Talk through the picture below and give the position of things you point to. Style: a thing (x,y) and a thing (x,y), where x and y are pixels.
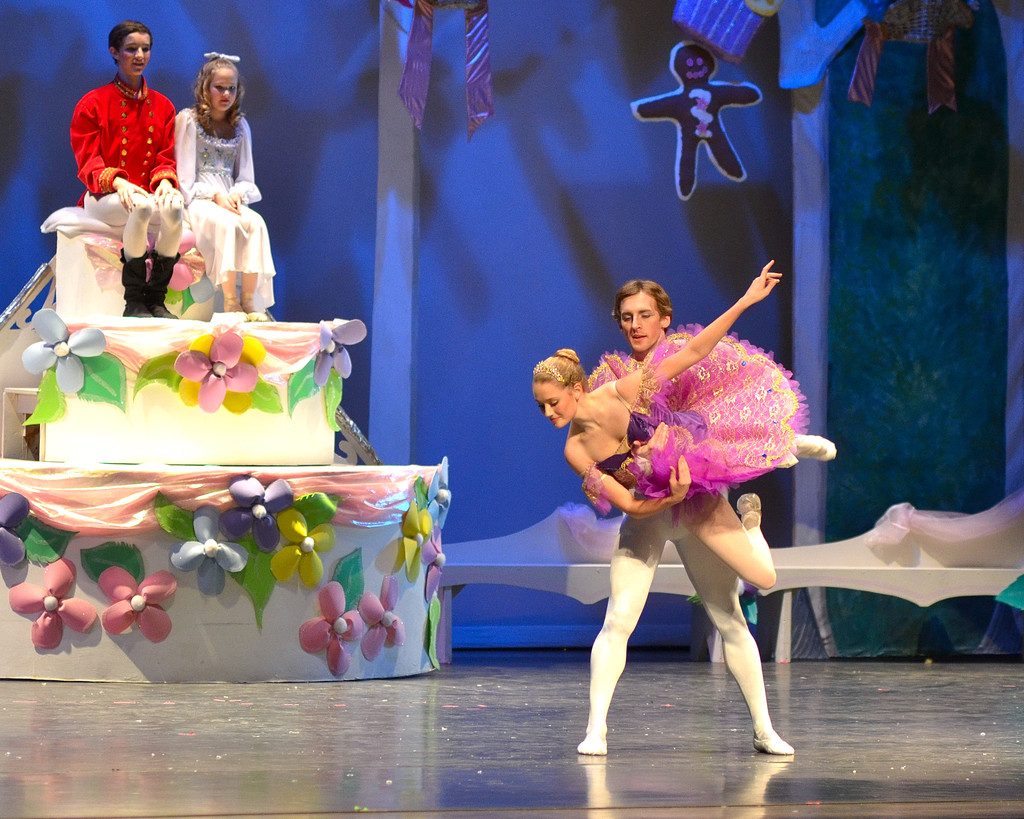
In the foreground of the image (636,444) we can see two persons (665,446) dancing and in the background of the image (174,229) there are two persons (233,248) sitting on the stairs (189,446), which are decorated by some flowers (141,614), cloth (132,472) and in the background (471,251) there is blue color sheet (575,172) and some paintings (687,79) are attached to it.
